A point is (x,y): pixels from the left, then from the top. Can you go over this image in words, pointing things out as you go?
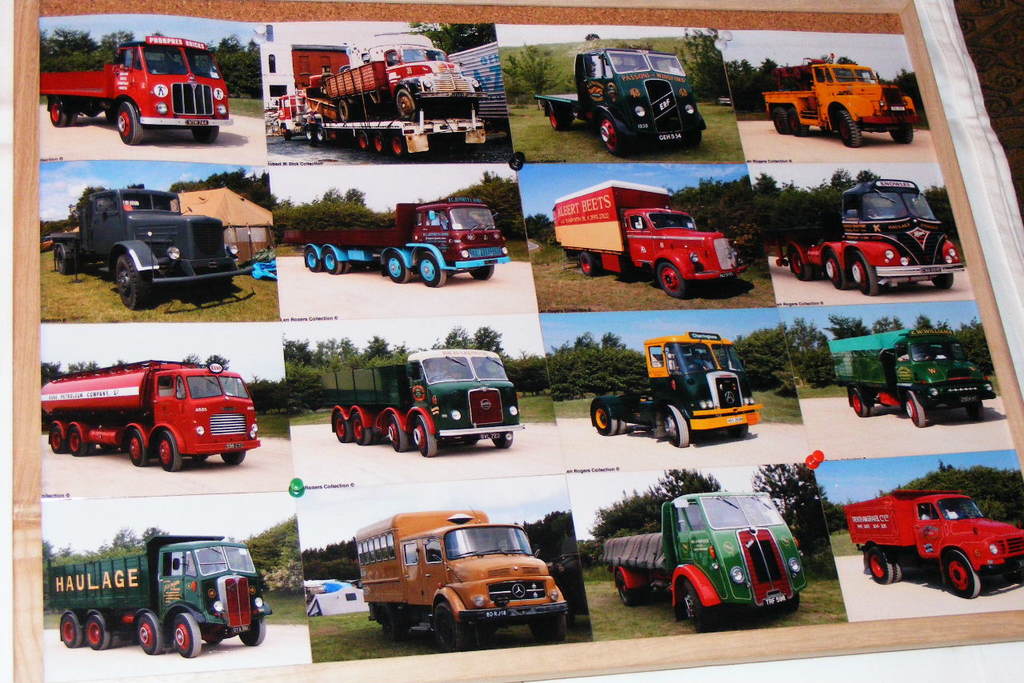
In this image we can see some photos (307,240) of the vehicles (453,390) pinned on a board (184,444) which is placed on a cloth (837,677).
